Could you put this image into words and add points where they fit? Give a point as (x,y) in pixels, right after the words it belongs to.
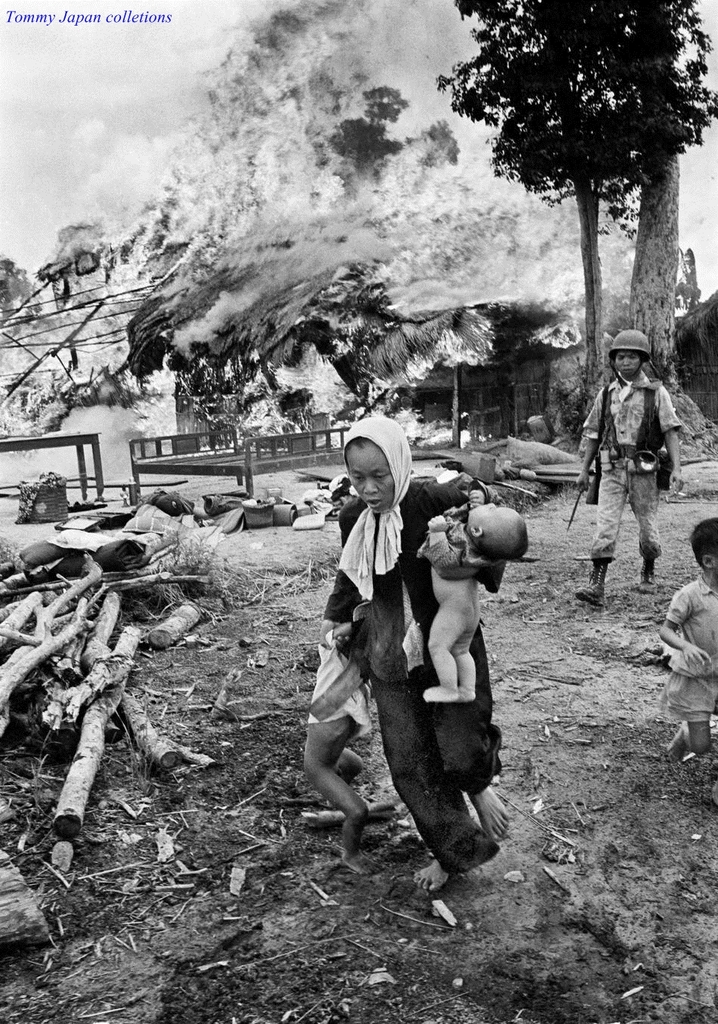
Here in this picture, in the front (411,658) we can see a woman (382,641) walking on the ground (501,919) and she is carrying children (321,767) and a baby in her hand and behind her we can see a person (609,438) in military dress (613,433) with helmet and a gun (598,476) present with him and on the right side (710,581) we can see a child (697,598) walking on the ground (215,732) and on the left side (182,632) we can see some logs (106,630) present and behind them we can see huts (199,346) that are set on fire (272,418) and we can also see plants (170,595) and trees (590,282) present and we can see the sky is cloudy.
